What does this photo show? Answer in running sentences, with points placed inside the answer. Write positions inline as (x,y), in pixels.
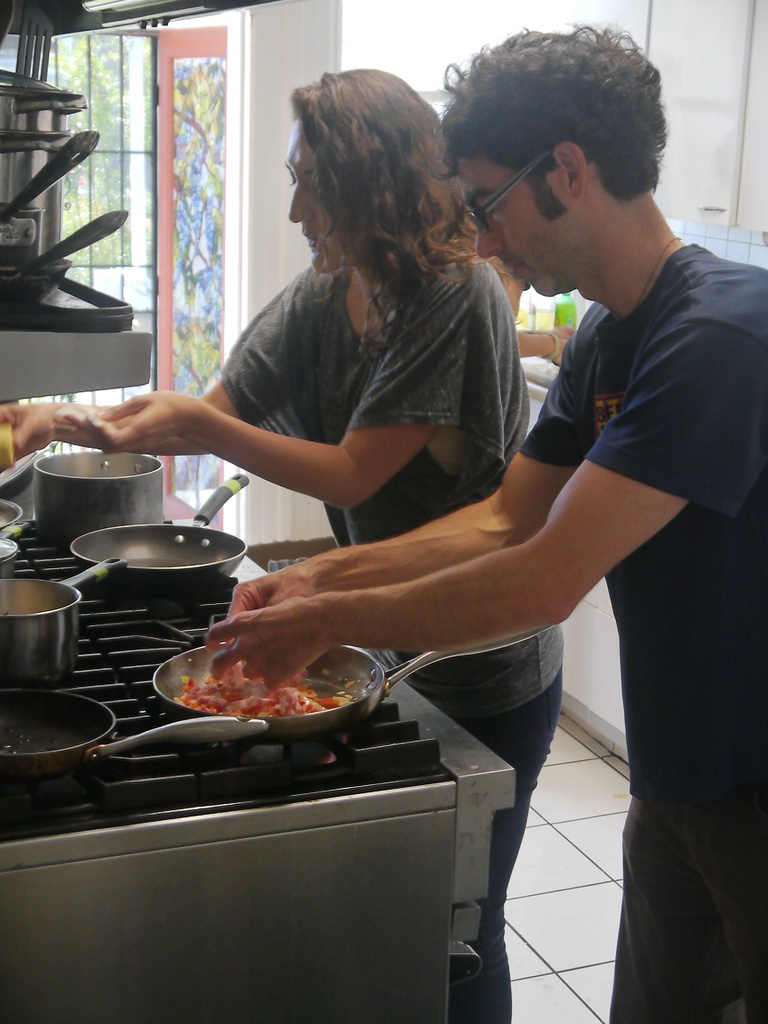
In this image we can see a man (649,725) and a woman (417,419) standing beside a table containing some pans (373,702) and containers (47,642) on the grill (290,758). On the left side (101,318) we can see some pans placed on the stand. On the backside (145,286) we can see a person (550,352) standing beside a table (529,378) containing some bottles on it, a door (213,377) and a window (122,268).
